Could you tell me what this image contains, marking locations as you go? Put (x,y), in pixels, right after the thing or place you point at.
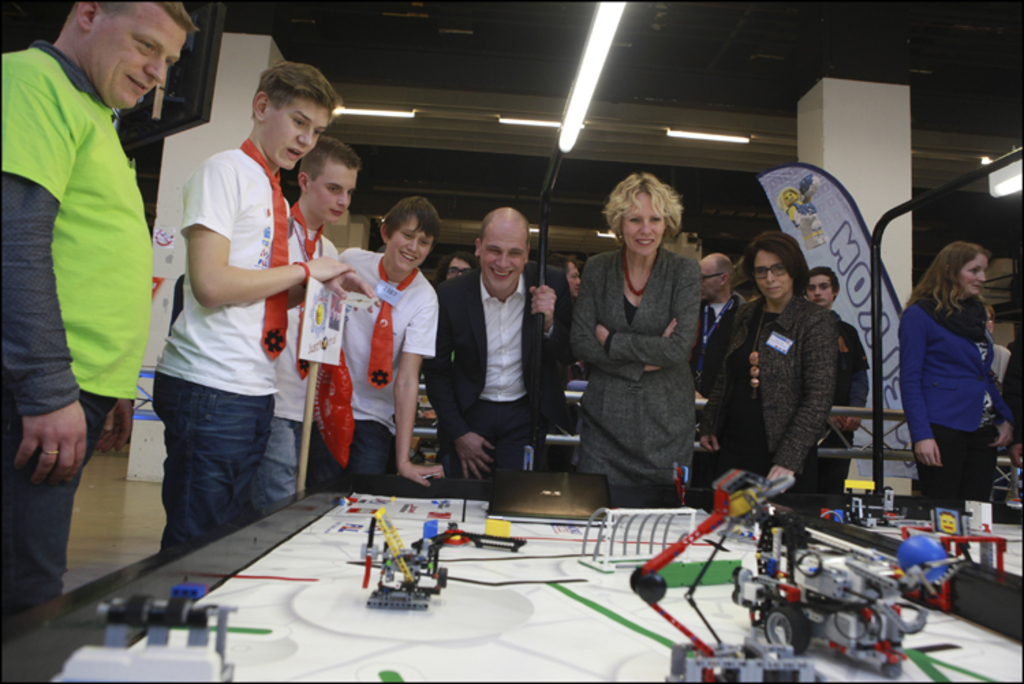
In this image we can see many people (726,349). There is a table (472,610). On the table (473,624) there are some models (373,599) of some objects (799,574). On the ceiling (621,79) there are lights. In the back (219,97) there are pillars (809,136). Also there is a banner (859,238).
